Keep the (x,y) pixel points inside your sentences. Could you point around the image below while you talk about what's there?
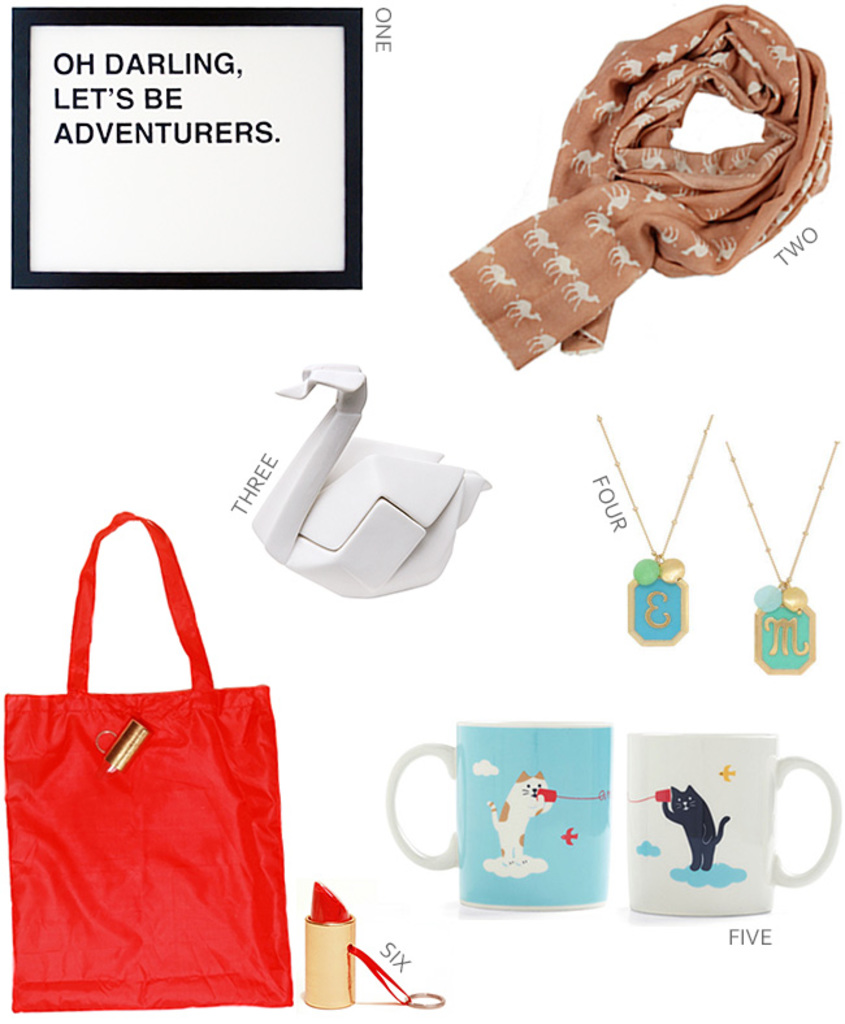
In this picture we can see a red color bag (195,835) and a lipstick (332,989) at the left bottom (280,958), on the right side (697,771) we can see two mugs (723,843), two lockets (759,598) and a scarf (663,248), there is some text (154,57) at the left top of the picture (154,70), it looks like a paper craft (415,483) in the middle (393,512).
